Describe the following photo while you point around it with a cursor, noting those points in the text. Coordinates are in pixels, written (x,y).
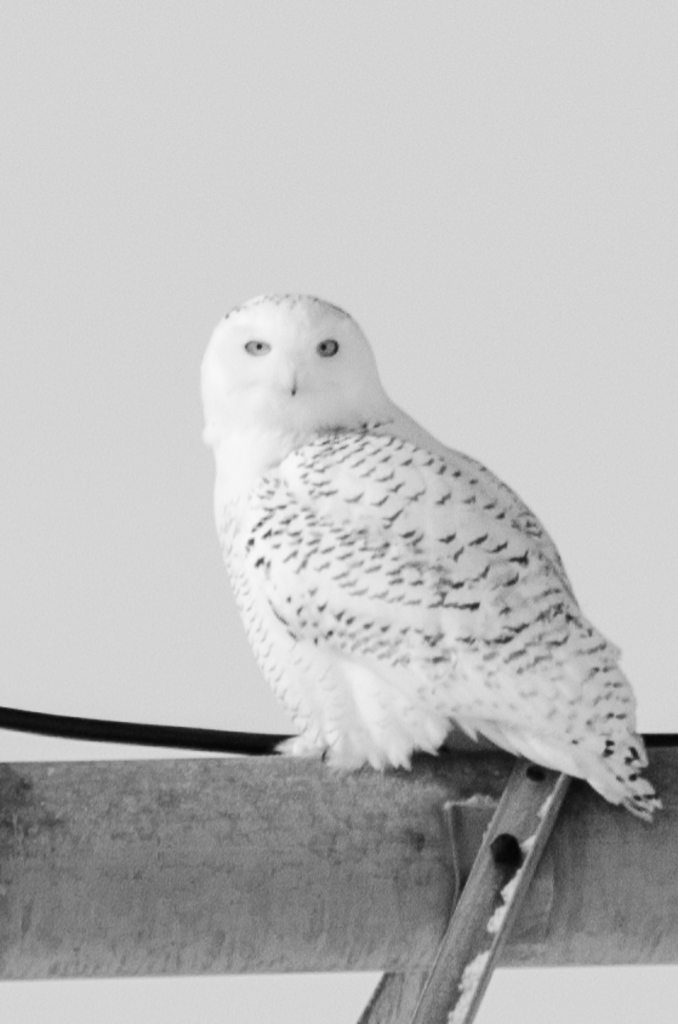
In this image I can see an owl (331,535) which is black and white in color. I can see a black colored object (34,729) and the white colored background (60,674).
